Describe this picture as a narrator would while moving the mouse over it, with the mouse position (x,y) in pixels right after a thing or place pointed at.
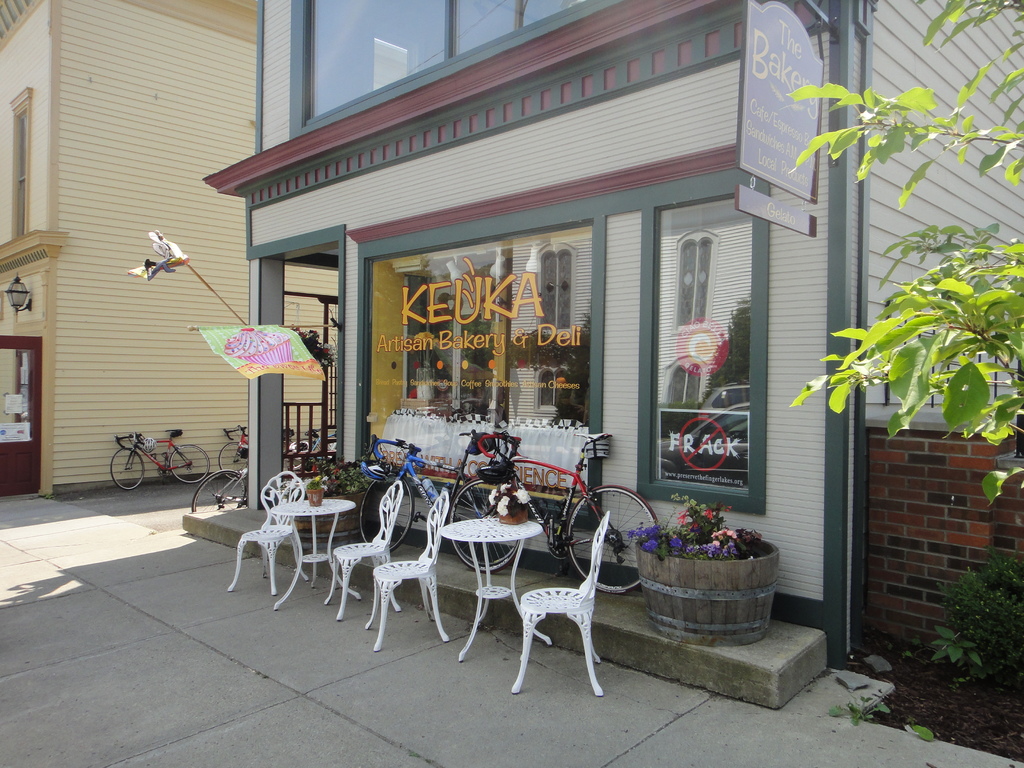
The image is outside of the city (86,262) and it is very sunny. In centre (365,505) we can see few tables (482,531) and chair (274,577), on table (314,534) there is a flower pot (508,513) and plant (524,495) and we can also see few cycles (371,494) and a building (564,315), glass door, hoarding (765,143) in background (183,87) there is a building (164,89).
